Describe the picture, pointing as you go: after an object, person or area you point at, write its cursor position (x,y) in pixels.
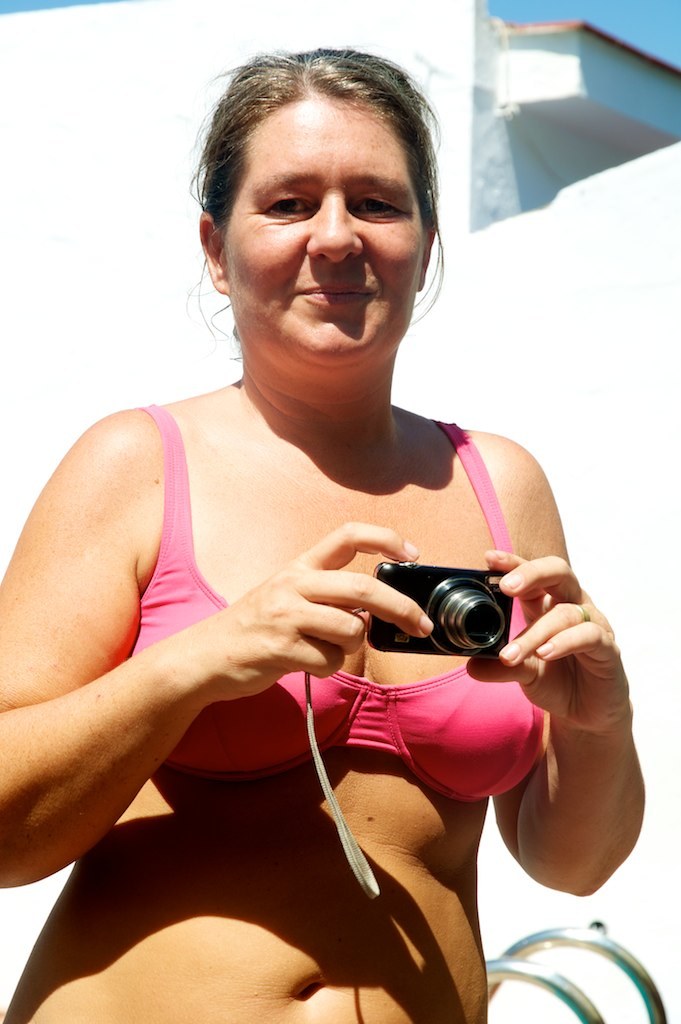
In this picture a lady (258,376) is holding a camera (499,612) with both of her hands (529,628) and she is in swim suit (512,631). In the background (85,400) there is a white building (547,330).
